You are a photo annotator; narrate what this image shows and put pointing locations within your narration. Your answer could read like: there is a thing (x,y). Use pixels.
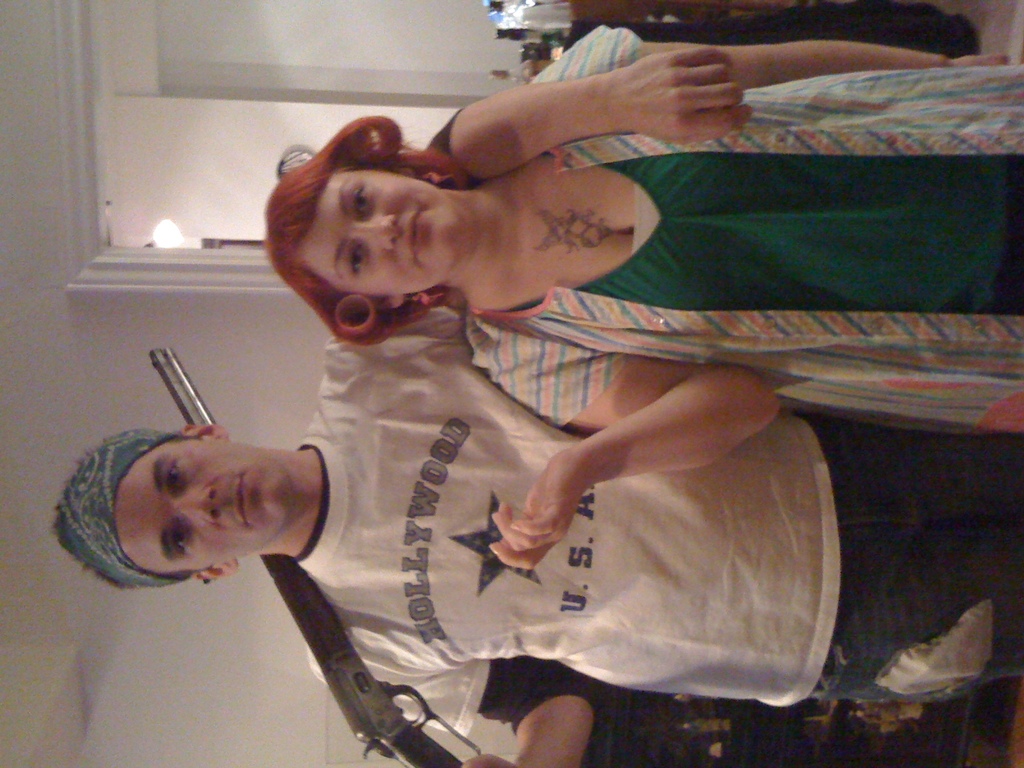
This image is in left direction. Here I can see a man (629,506) and a woman (602,309) are standing and giving pose for the picture. The man (346,555) is holding a gun (357,673) in the hand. In the background (142,220) there is a wall (73,375). At the top (671,27) there is a table (627,1) on which few objects (549,36) are placed.
